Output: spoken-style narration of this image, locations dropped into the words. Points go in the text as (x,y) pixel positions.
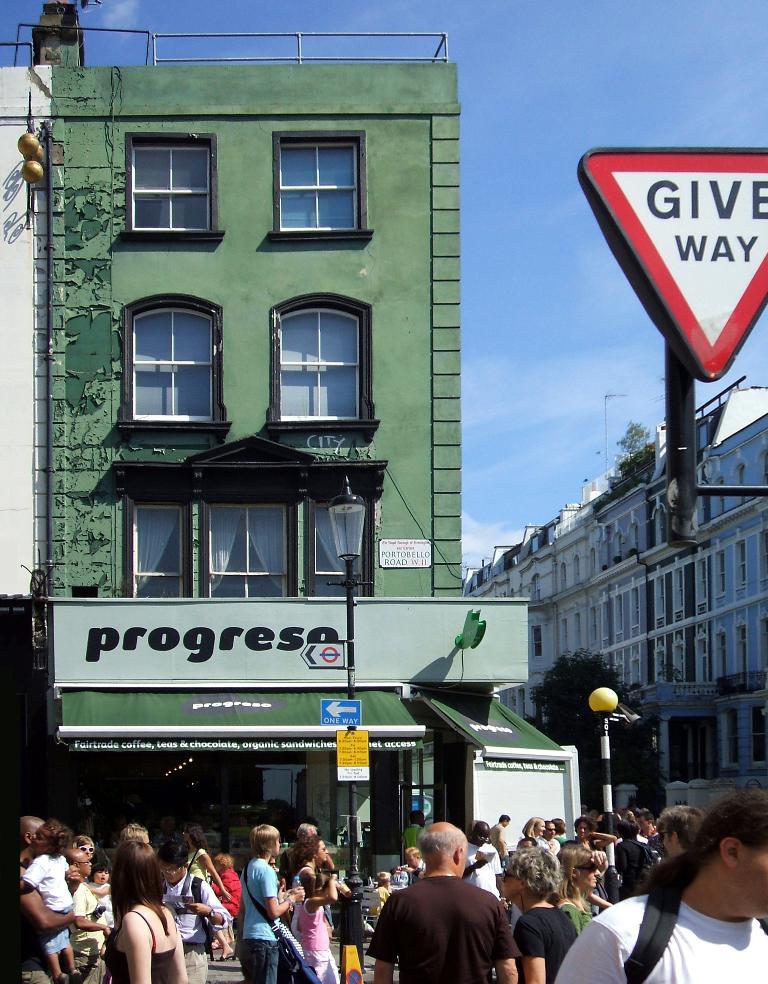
In this image at the bottom (538,937), there are many people (403,908). In the middle (458,512) there are buildings (434,314), sign boards (681,351), text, street lights (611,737), poles (610,761), windows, glasses (319,394), wall (449,387), sky (477,397) and clouds (600,393).
